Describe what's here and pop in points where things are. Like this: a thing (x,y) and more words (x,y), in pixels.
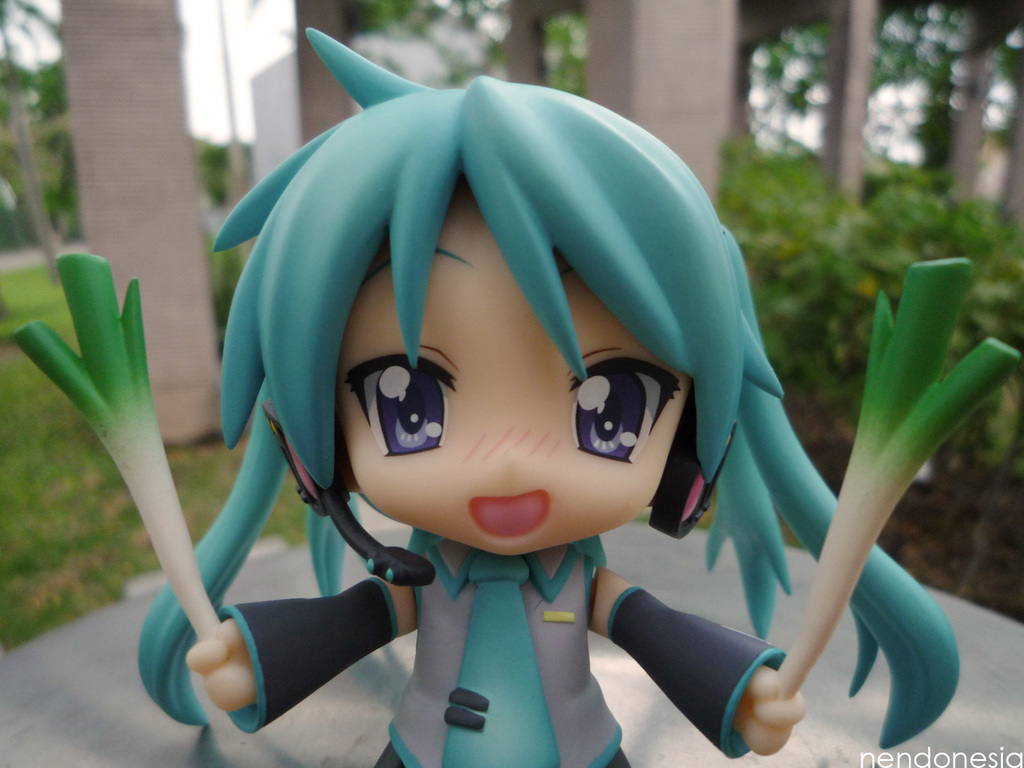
In the center of the image (464,394), we can see a doll (334,388) and in the background (189,120), there are trees (582,78) and building (285,85).
